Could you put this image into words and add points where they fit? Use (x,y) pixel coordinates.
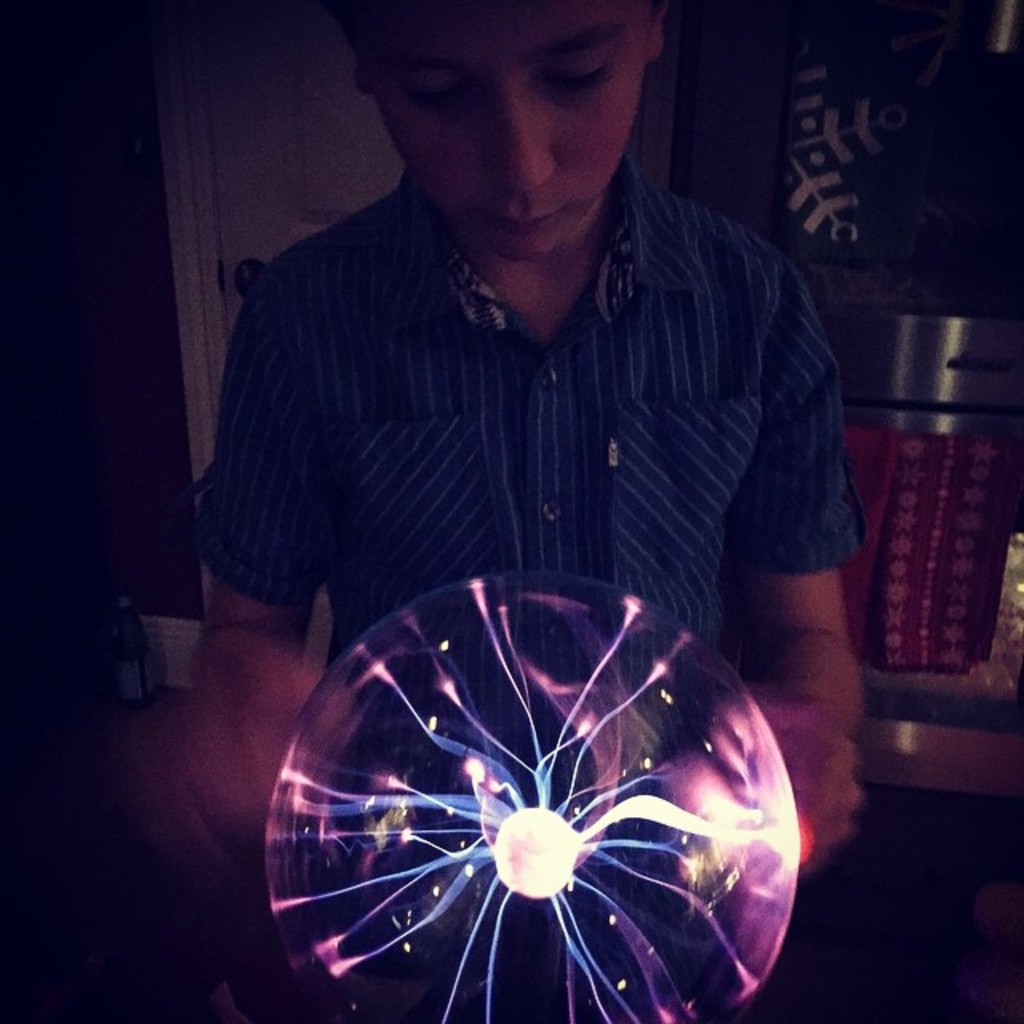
In this picture there is a boy (347,366) holding a plasma ball (498,716) with some lights (507,814) in it. The boy (704,374) is wearing a blue color shirt (475,407). In the background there is a wall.
